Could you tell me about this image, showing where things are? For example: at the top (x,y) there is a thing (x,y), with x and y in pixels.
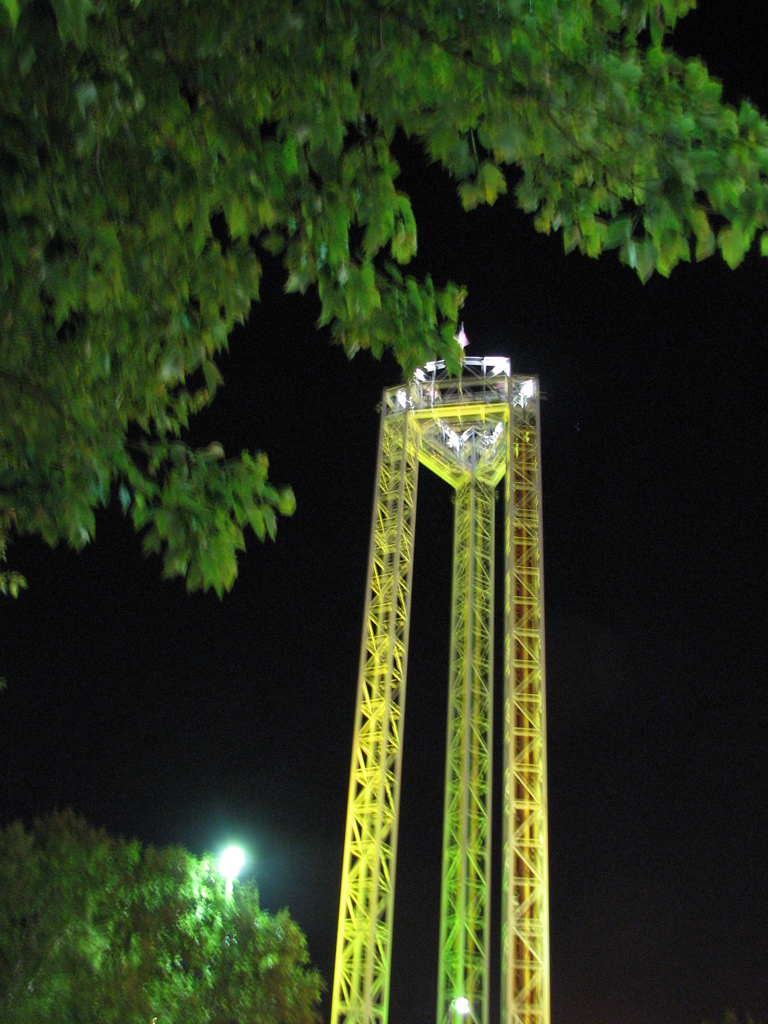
In this image there is a tower (493,475), on the left side (149,400) there are trees (161,325).
